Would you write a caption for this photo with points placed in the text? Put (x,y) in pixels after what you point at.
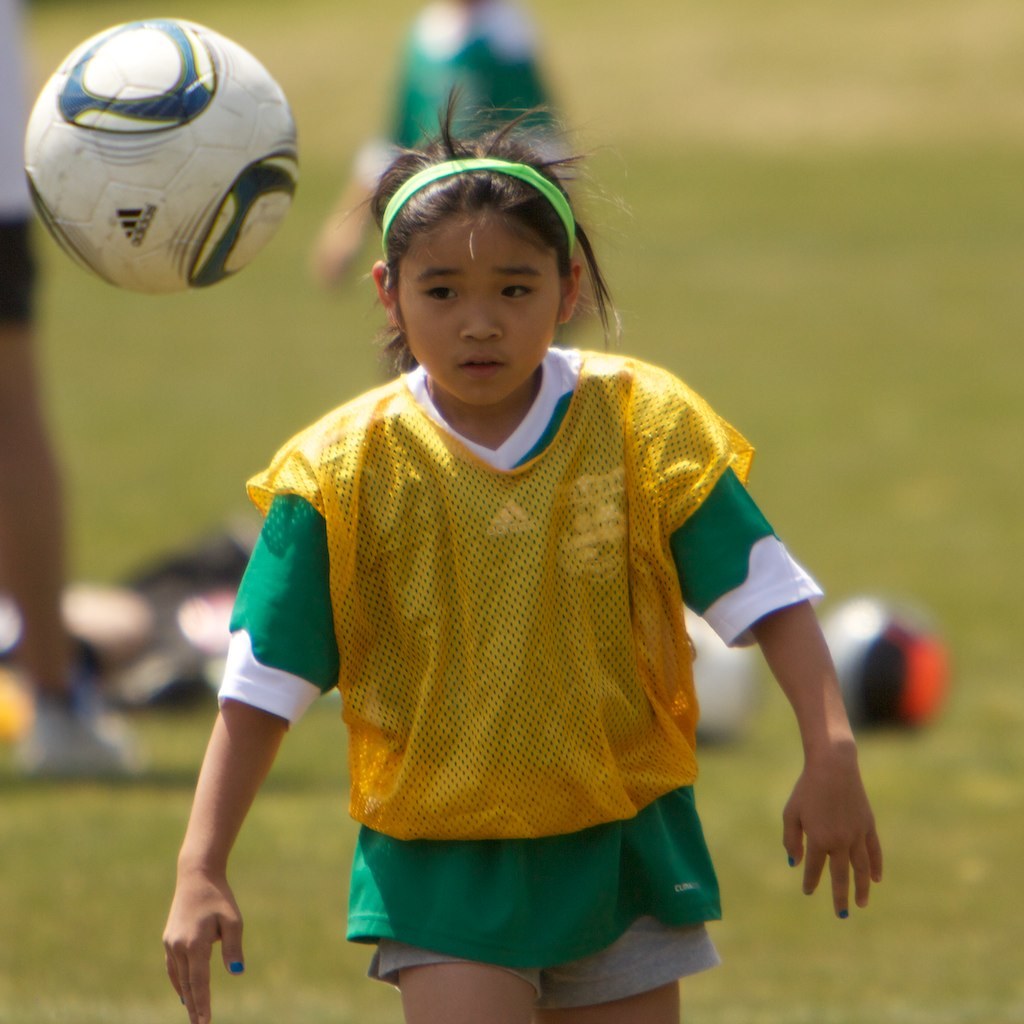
In this picture there is a girl (462,748) who is wearing t-shirt (703,598), short (650,926) and yellow color dress (588,598). In front of her we can see football (198,107). On the back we can see two persons (34,510) are standing on the ground (74,349). On the right (854,262) we can see grass (809,321). Here we can see ball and other objects (78,611).
